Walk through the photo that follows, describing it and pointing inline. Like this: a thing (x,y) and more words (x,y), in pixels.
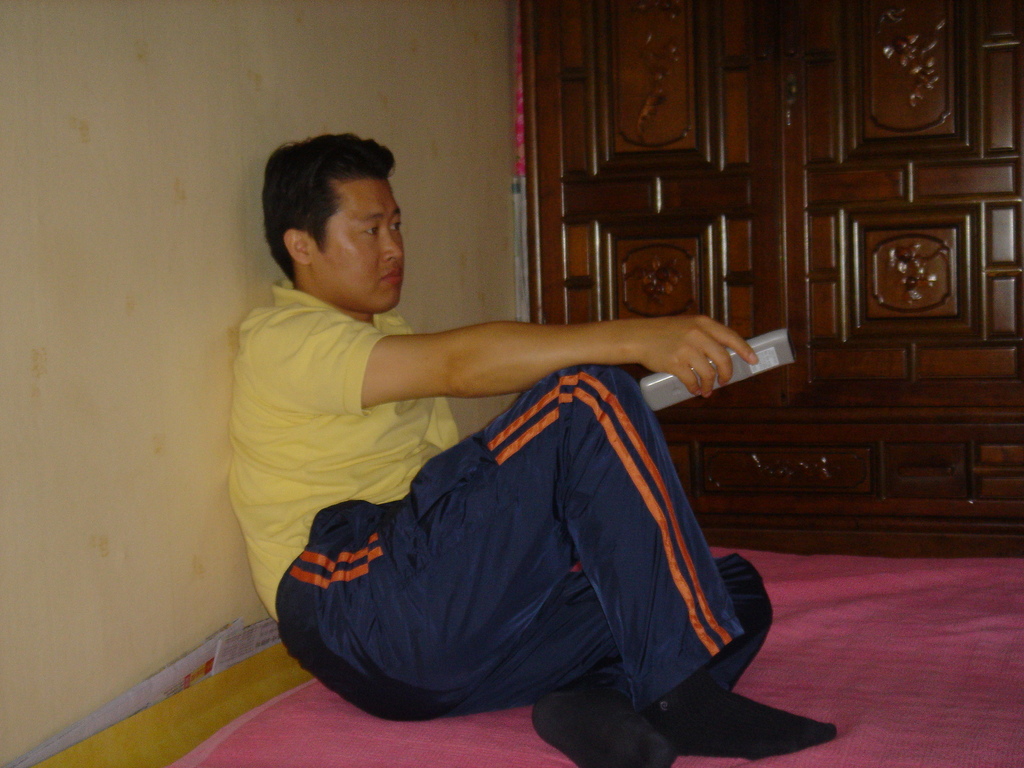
In this image I can see a person (425,471) wearing yellow and blue colored dress (428,515) is sitting on the pink colored surface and holding an object (769,346) in his hand (719,361). In the background (755,332) I can see the wall (269,77) and a brown colored wooden surface (856,188).
